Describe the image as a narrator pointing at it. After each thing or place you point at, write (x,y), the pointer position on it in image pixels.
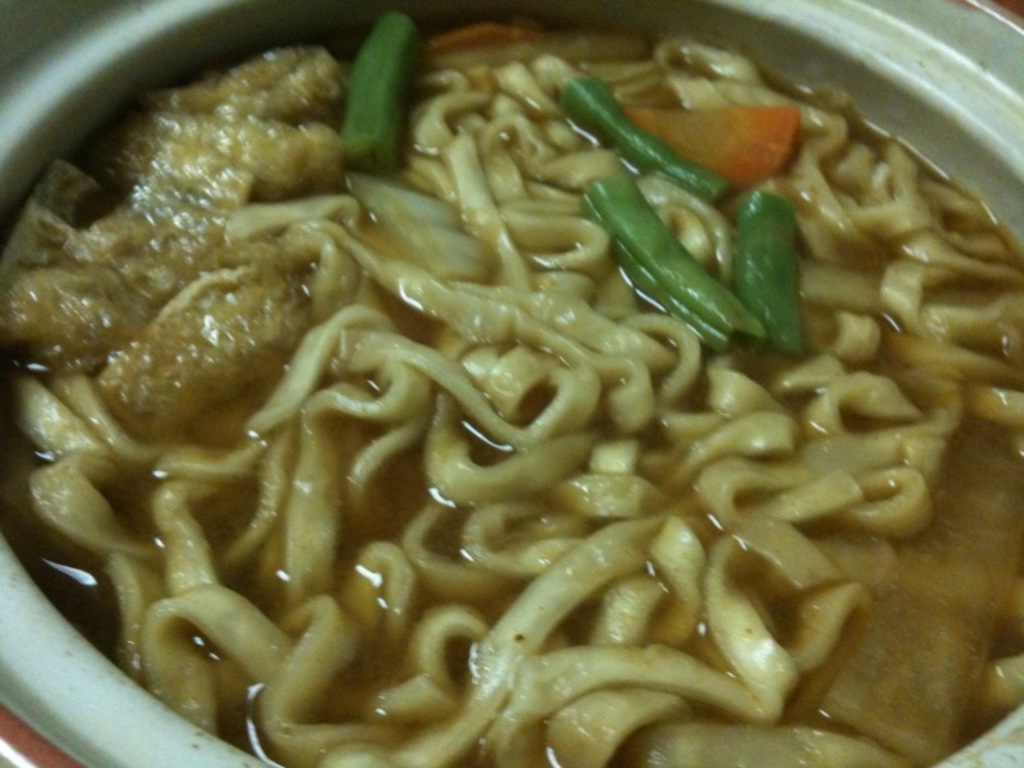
In this image I can see noodles soup (714,363) in a bowl (672,412).
